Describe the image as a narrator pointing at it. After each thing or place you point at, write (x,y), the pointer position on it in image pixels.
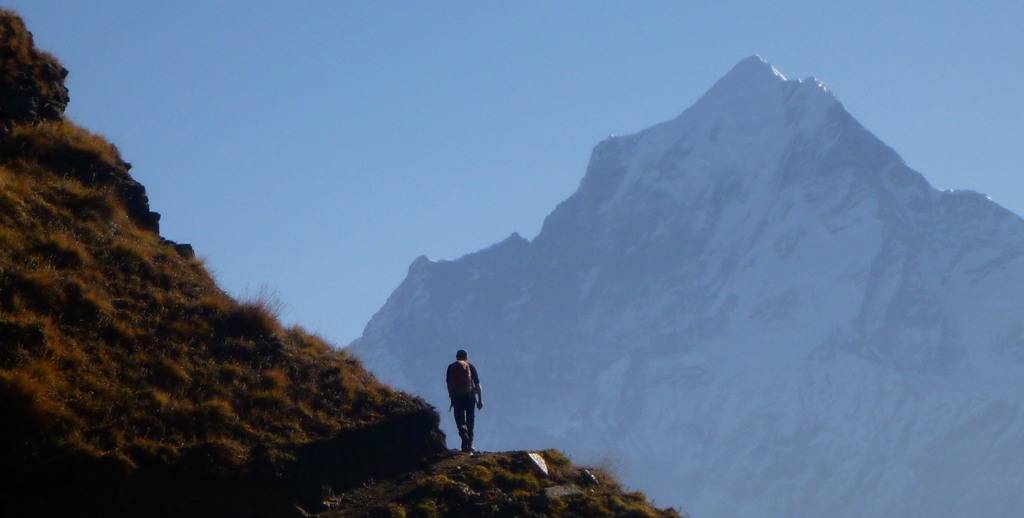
In the foreground of this image (456,370), there is a man (464,380) wearing a backpack (463,385) is walking on the path (445,464) of a sloped surface (419,425). In the background (735,204), there is a mountain (758,100) and the sky (414,88).
